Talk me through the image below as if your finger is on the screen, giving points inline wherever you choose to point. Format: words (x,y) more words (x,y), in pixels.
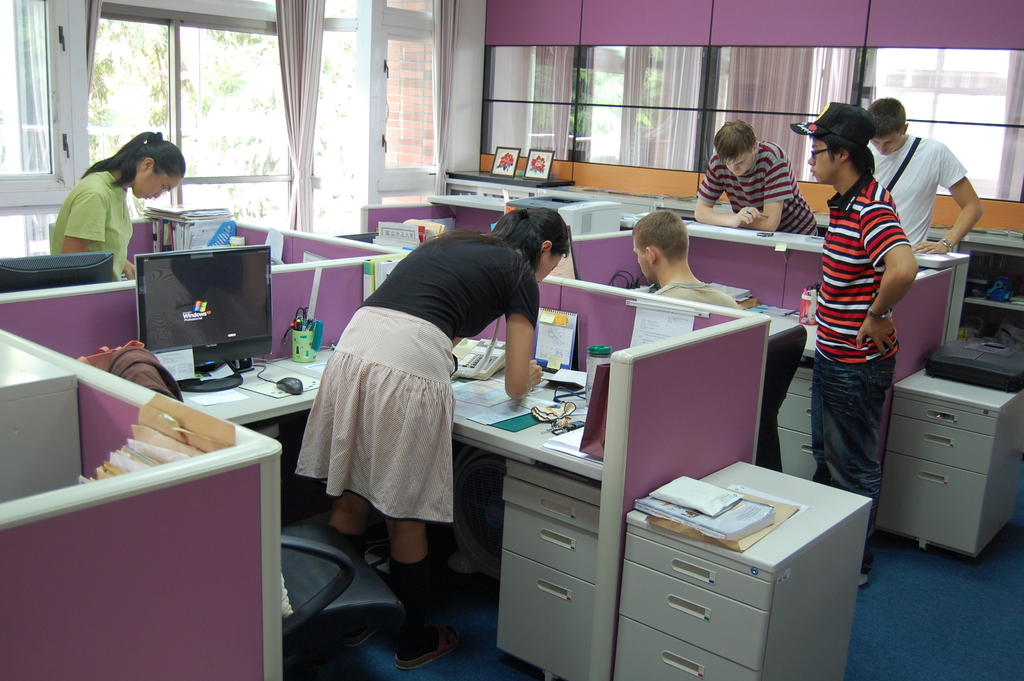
In this image we can see these three people (60,228) are working and the other three people (938,146) are standing on the right side (938,159).
